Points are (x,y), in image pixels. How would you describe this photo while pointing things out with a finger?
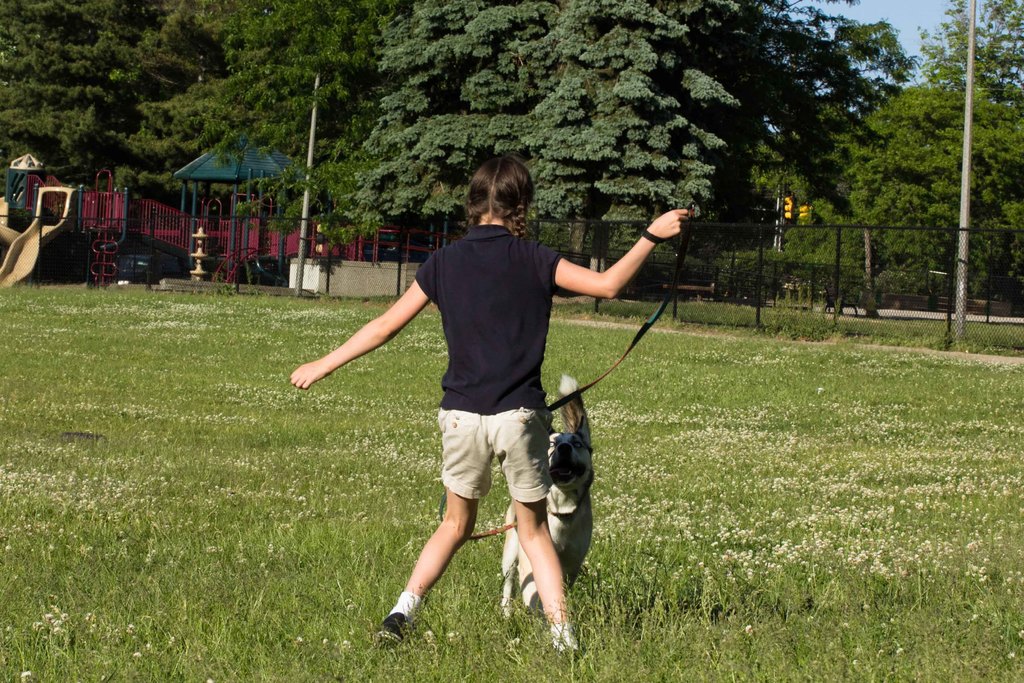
In this image there is a girl (420,574) playing with dog (573,524) on the grass (361,447), beside that there is a park (371,247) and trees (895,216).
